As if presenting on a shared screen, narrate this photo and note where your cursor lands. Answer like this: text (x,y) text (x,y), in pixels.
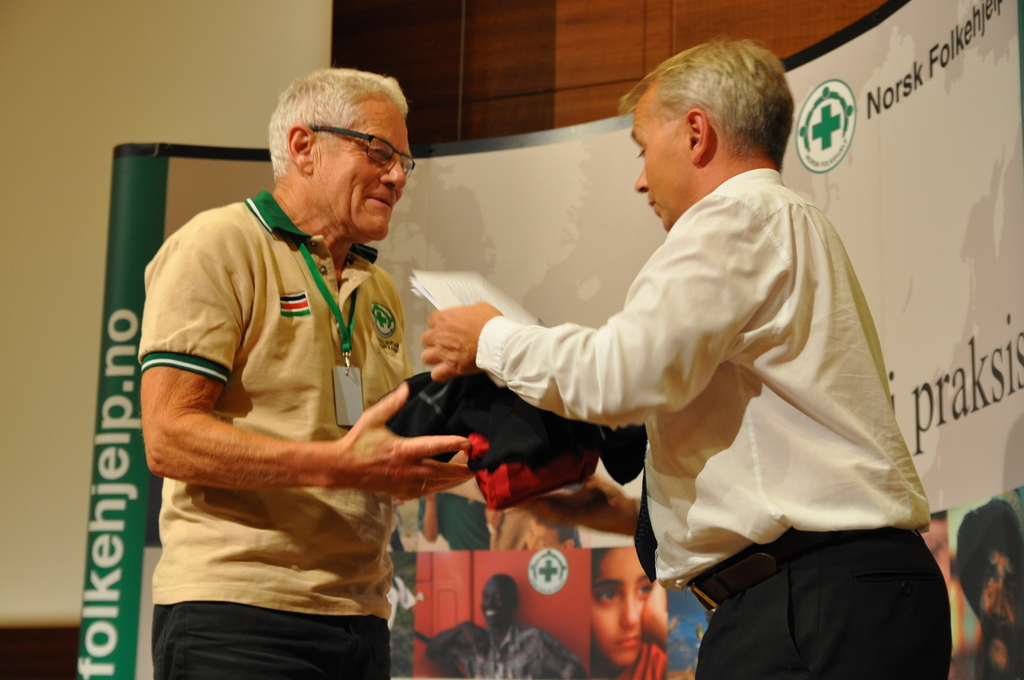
In this picture I can see two persons (263,639) standing and holding some objects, and in the background (1003,261) there is a board (153,232) and a wall (111,64).
